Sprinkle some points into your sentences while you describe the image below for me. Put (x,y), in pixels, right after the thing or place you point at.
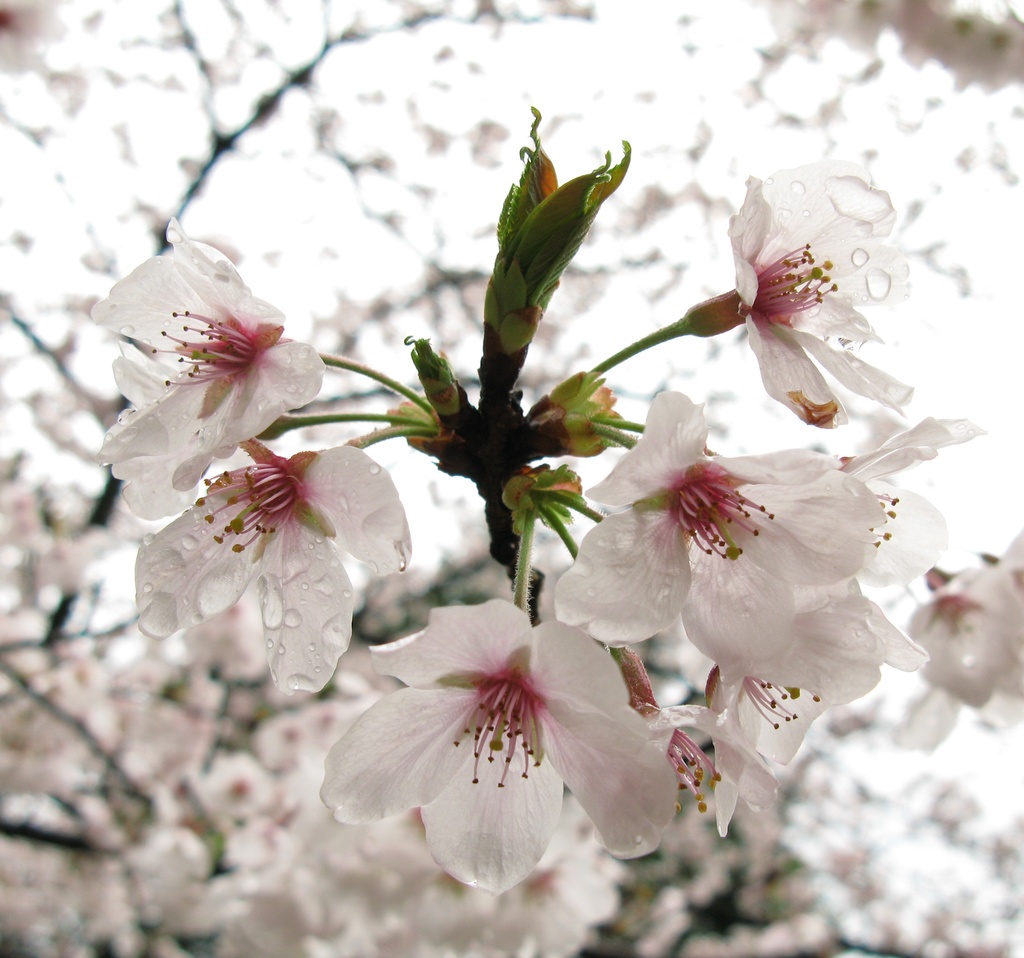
In this image we can see some flowers (761,234) and the background (339,245) is blurred.
